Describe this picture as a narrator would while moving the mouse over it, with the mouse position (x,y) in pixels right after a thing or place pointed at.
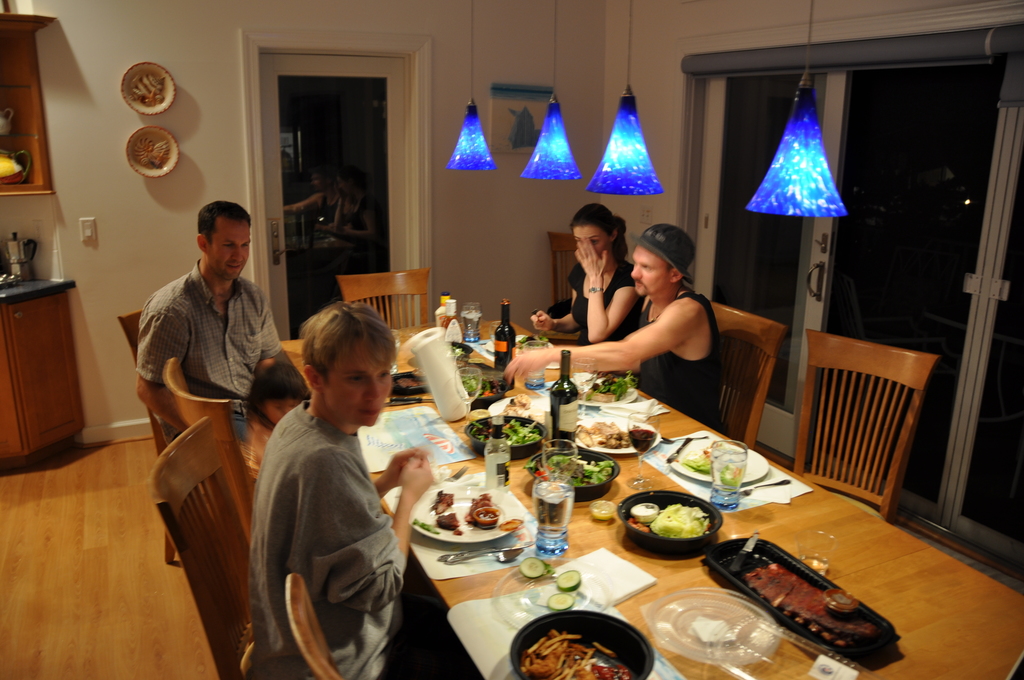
In this picture there are five people (297,657) sitting and having their meal (561,664). There are having a table (790,533) in front of them, there are some wine bottles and water glasses (566,529).
